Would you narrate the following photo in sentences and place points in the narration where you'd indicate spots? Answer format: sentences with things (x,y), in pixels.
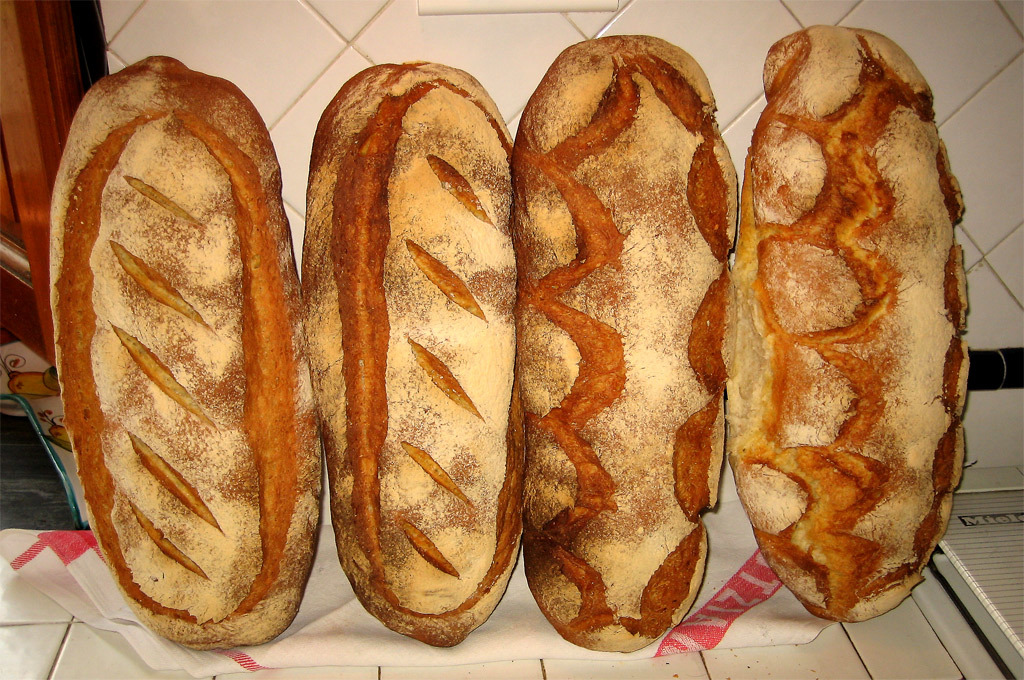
In this image we can see four loaves of bread (624,606) placed vertically on a towel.
